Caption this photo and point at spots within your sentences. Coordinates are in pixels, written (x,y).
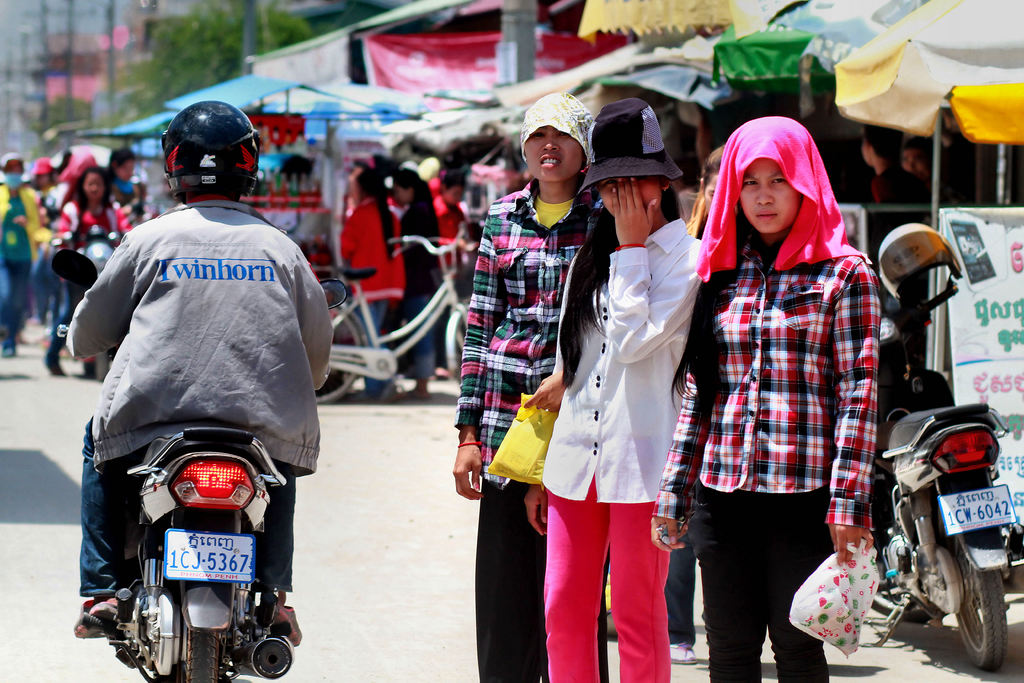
Here we can see a man (189,116) riding a motorcycle (92,266) and he is on the left side (77,278). There are three women (800,680) who are standing on the right side (820,209). We can observe a few people (110,223) in the background (58,209).
